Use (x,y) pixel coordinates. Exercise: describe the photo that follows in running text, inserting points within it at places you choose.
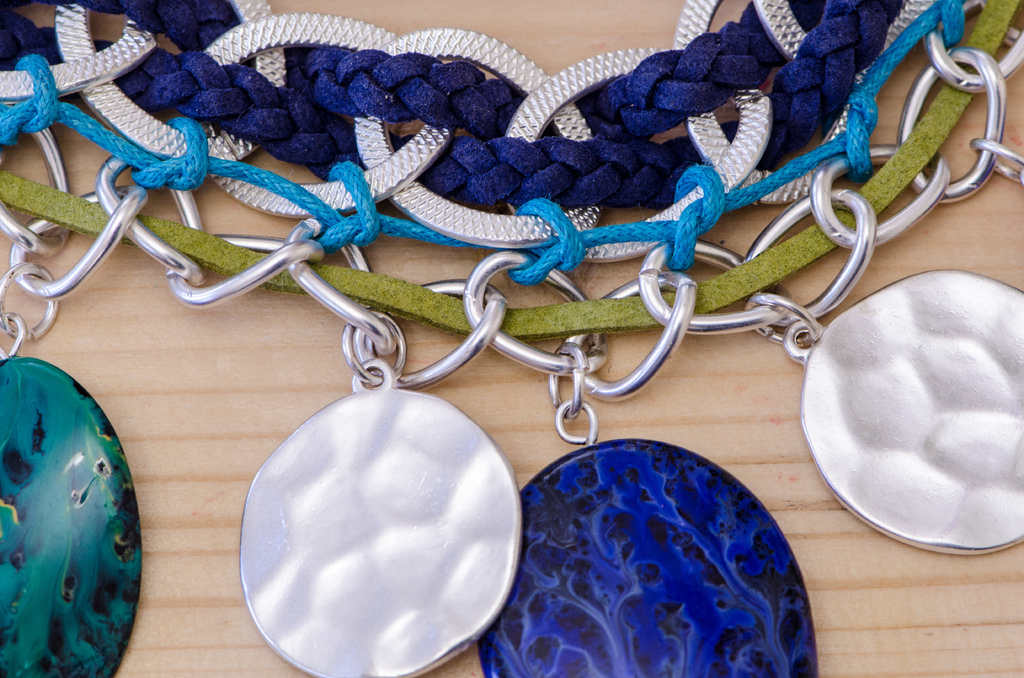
In this image we can see knots (197,130) and chains (230,243).
